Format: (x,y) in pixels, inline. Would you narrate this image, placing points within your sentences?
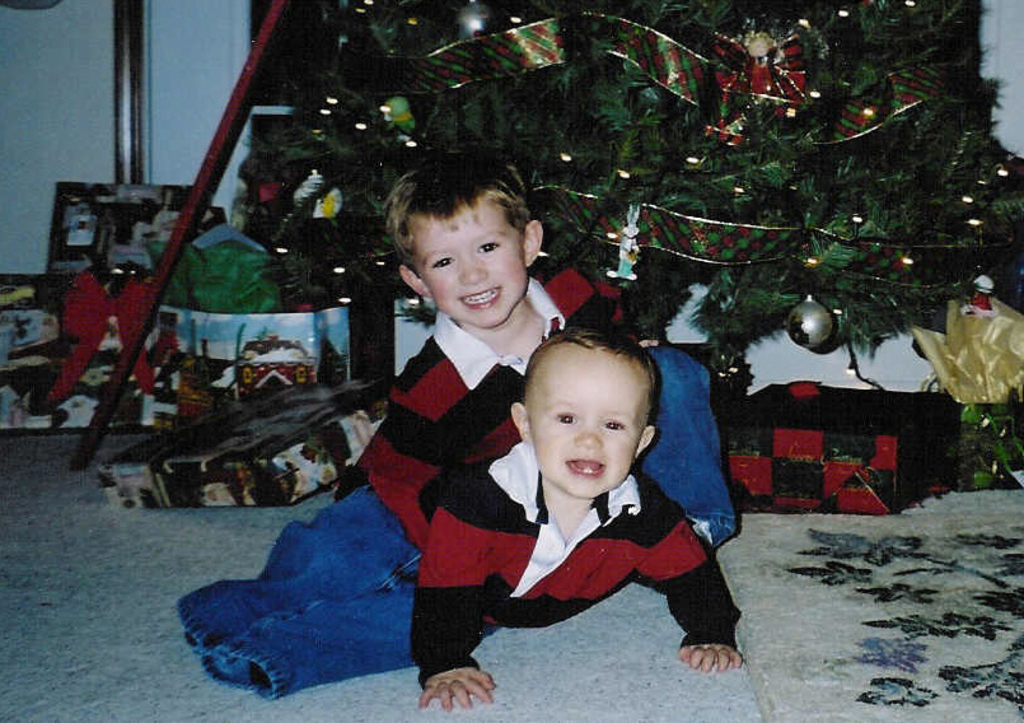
In this picture there are two persons (530,434) sitting and smiling. At the back (562,85) there is a Christmas tree (643,85) and there are objects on the tree (779,272) and at the back (90,370) there are gift boxes (25,353) and bag (1012,318). At the bottom (879,601) there is a mat (867,581).
